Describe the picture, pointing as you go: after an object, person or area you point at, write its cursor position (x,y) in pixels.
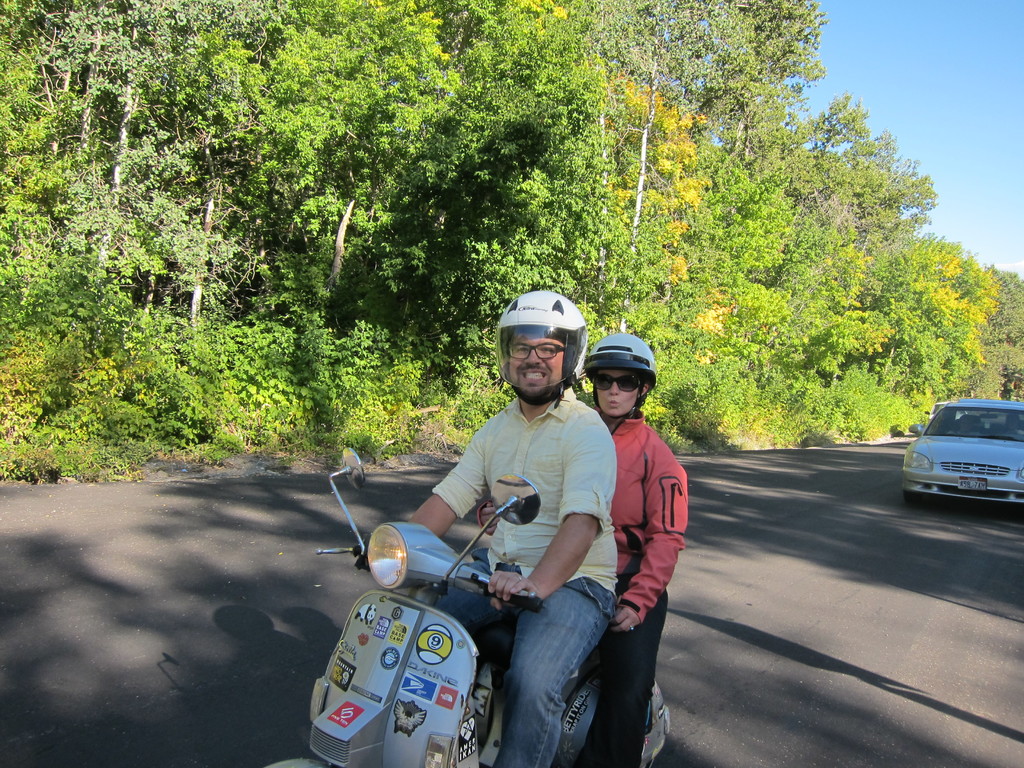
In this picture outside of the city. The two persons (659,529) are riding a scooter (501,506). They are wearing a helmet (505,372). They are wearing spectacles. They are smiling. We can see in background (432,160) tree (853,149) and sky (879,100).
